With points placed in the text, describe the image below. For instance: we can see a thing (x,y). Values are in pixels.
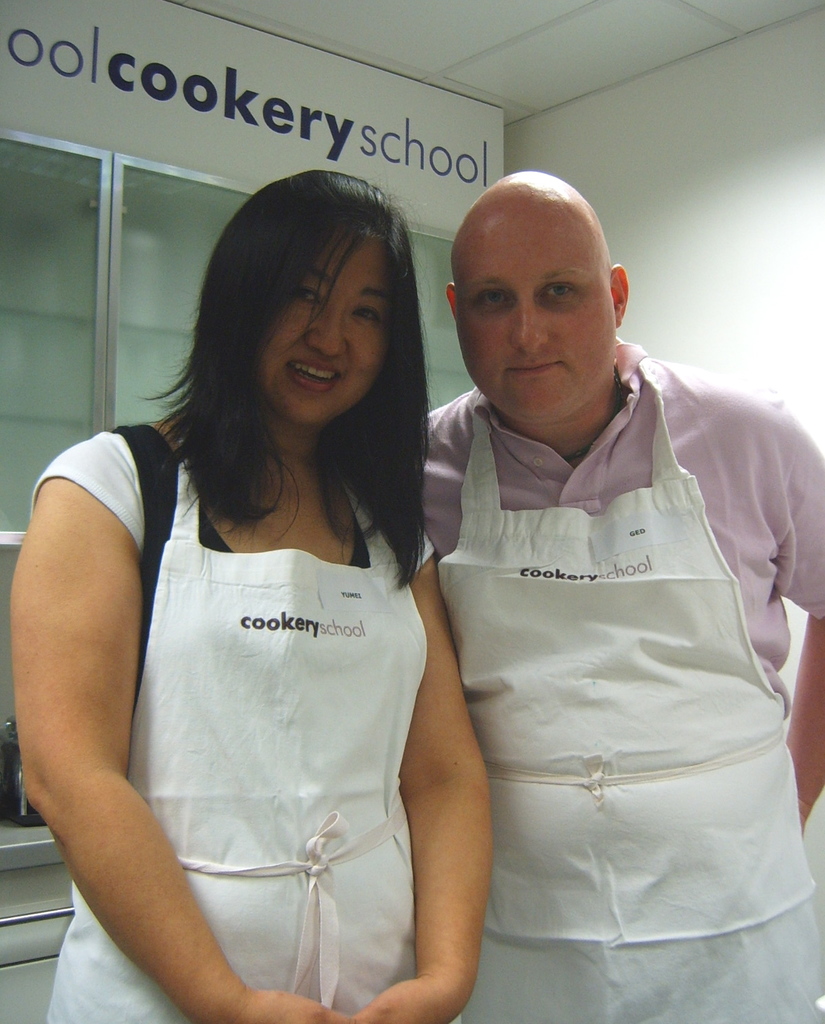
In this image we can see two persons (488,552). On the person's dress (636,614) we can see some text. Behind the persons (586,210) there is a wall (647,181) with a glass (426,355) and at the top (491,14) we can see a roof (522,104) and text (392,133) on the wall (392,133).
